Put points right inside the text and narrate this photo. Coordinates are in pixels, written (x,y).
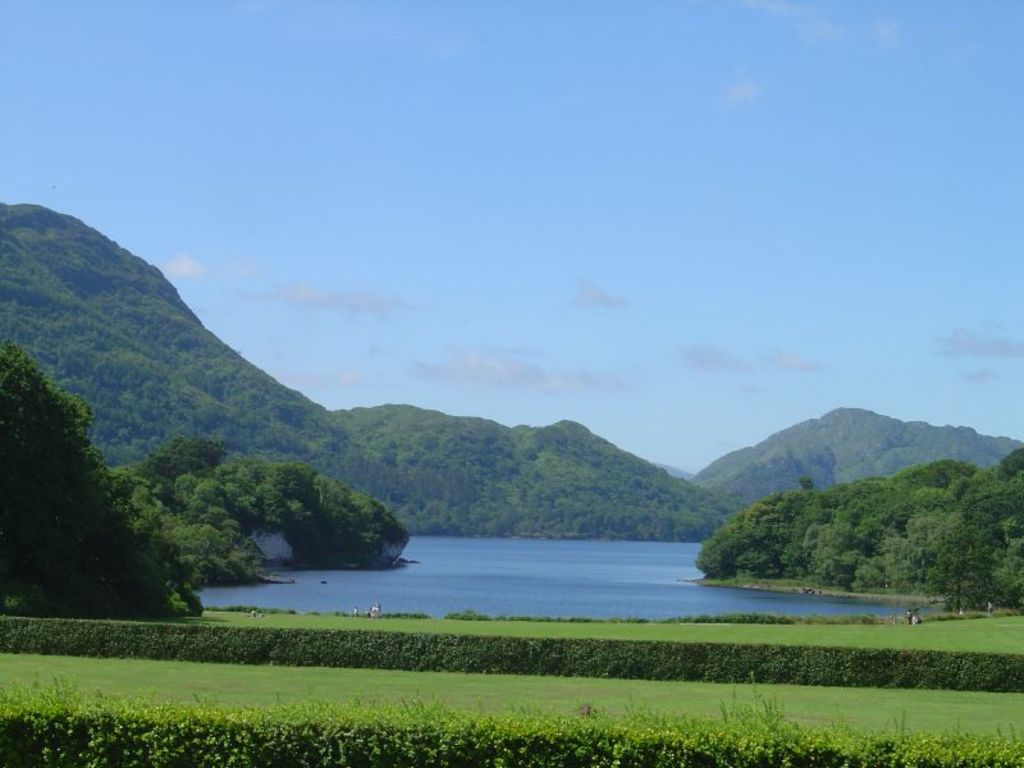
In this image we can see group of trees (930,580), mountains (773,471), a lake (522,550) and in the background (463,194) we can see the sky (696,315).
